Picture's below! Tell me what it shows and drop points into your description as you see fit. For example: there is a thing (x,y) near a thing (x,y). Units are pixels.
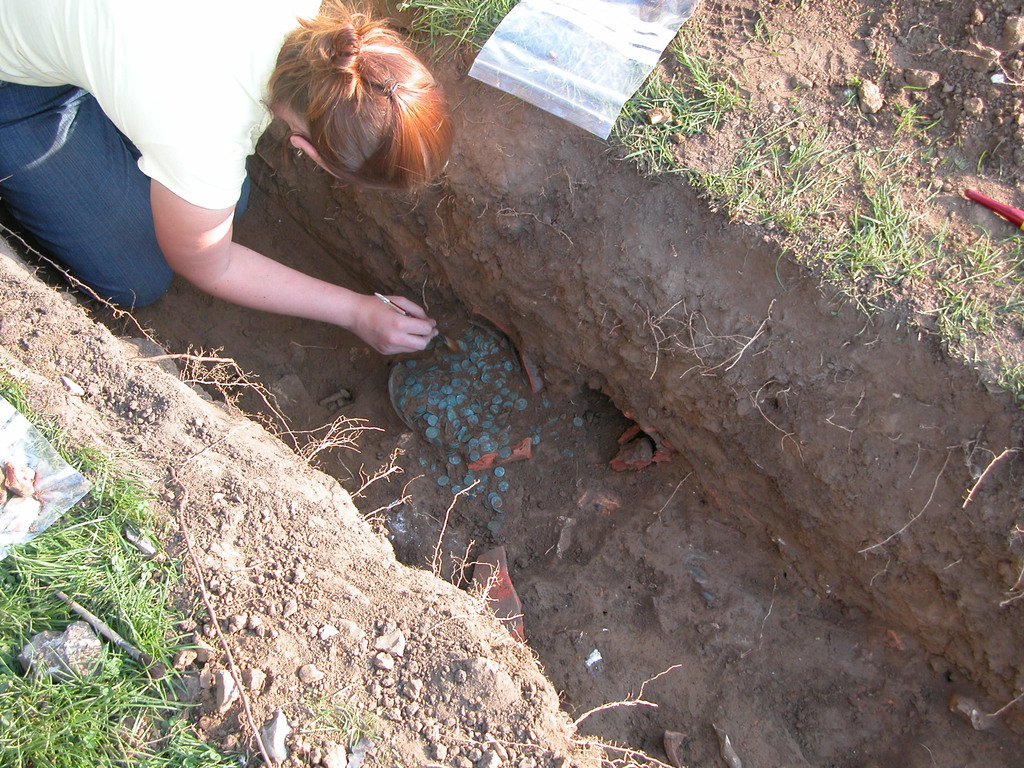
In this image there is a lady (248,278) checking with the coins (456,358) which are on the pit (431,359), beside them there is a cover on the ground (771,73).
